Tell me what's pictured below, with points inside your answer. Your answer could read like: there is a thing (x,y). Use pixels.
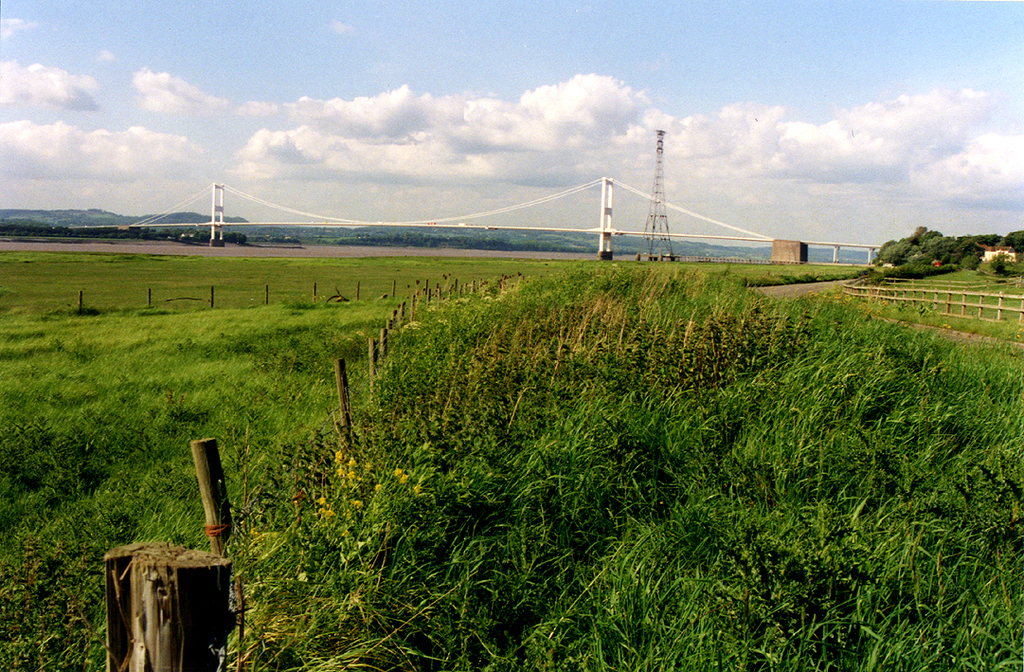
In this image I can see few plants (427,392). I can see a bridge (370,223). I can see a tower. I can see few trees (955,256). I can see clouds (651,191) in the sky (482,132).
